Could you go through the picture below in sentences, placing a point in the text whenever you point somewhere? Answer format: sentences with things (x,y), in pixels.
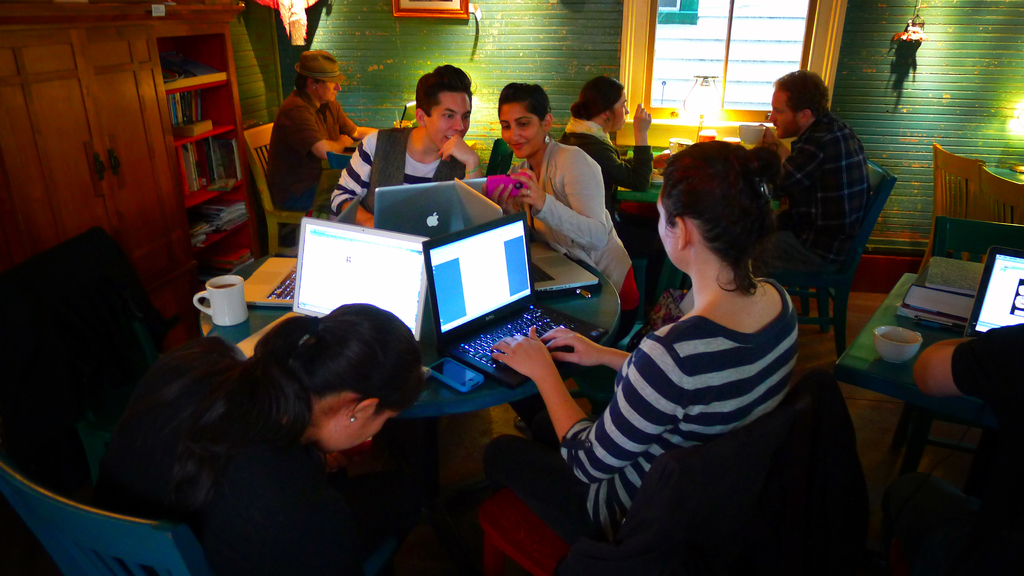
In this picture we can see all the persons (581,179) sitting in front of a table (595,299). Few are working with laptop (556,326), few are discussing and this man (782,133) is holding a cup (755,135) in his hand (769,131). On the table (260,312) we can see cups (227,305), laptops (383,278), book (904,308). this is a floor (872,477). On the background (737,50) we can see a window (715,42), light (710,77), frame (457,16) over a wall (501,46). In the desk (173,169) we can see books (209,175) are arranged in a sequence manner.
